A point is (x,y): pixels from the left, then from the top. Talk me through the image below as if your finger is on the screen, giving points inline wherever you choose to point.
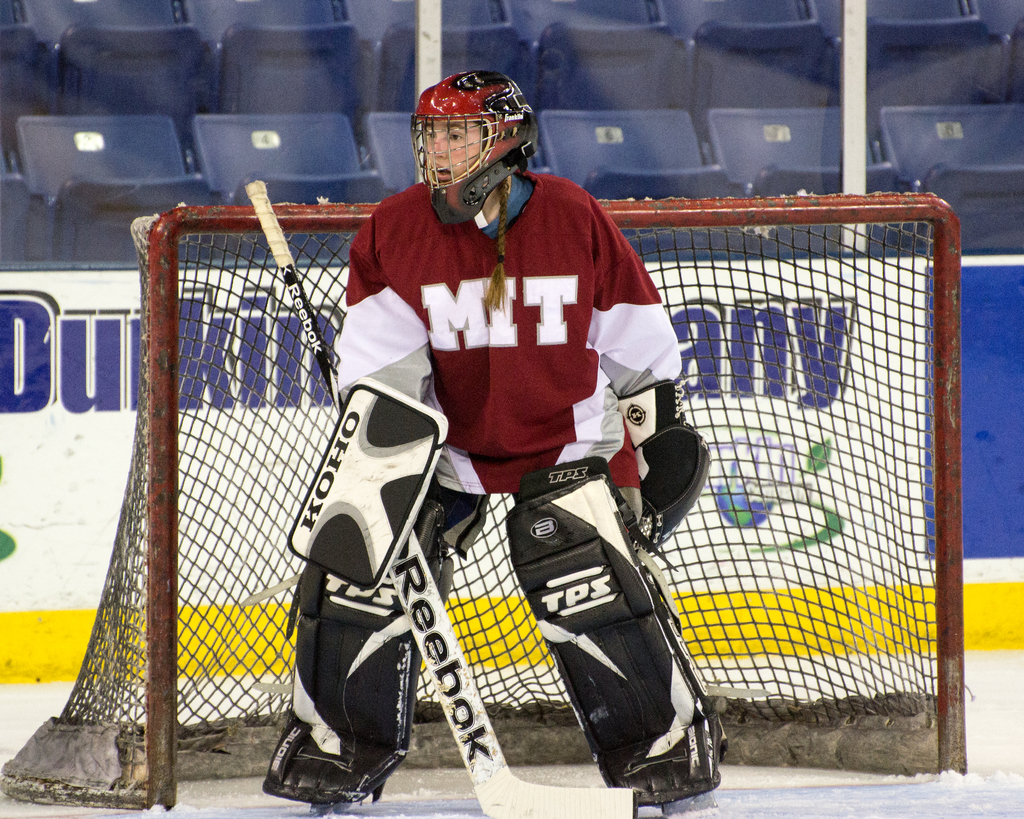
In this image we can see a woman (527,344) wearing the helmet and also holding an object (440,636). We can also see the fence (799,257), wall (103,406) with the text (76,411) and also the seats (378,81) and rods (845,87) and at the bottom (236,785) we can see the snow (895,793).
